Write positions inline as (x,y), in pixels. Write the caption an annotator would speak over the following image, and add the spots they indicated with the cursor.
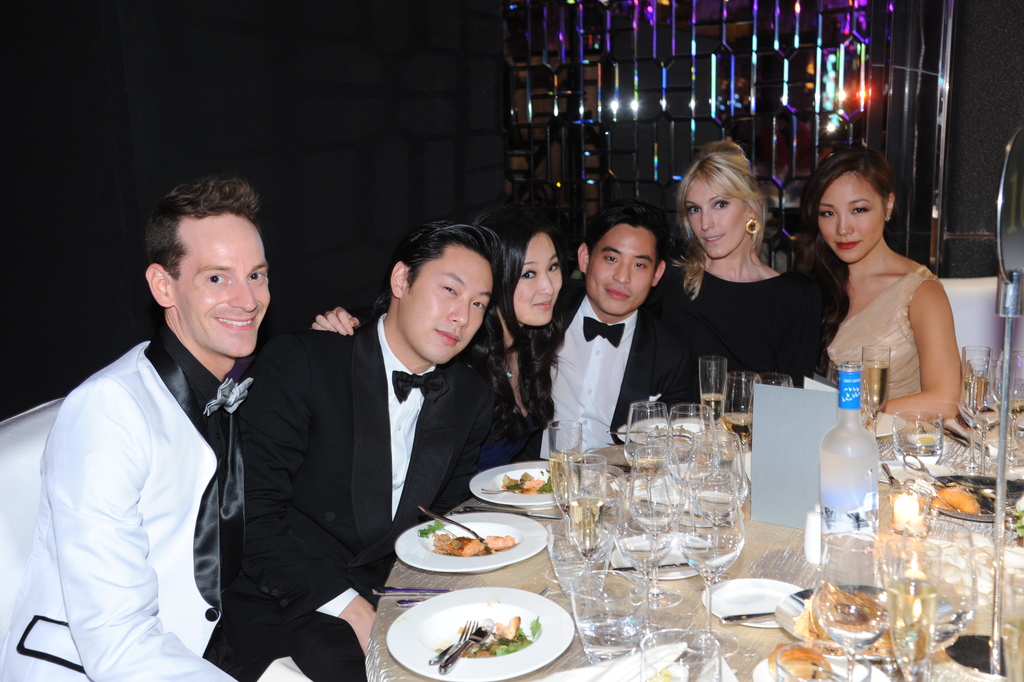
Here we can see three men (377,381) and three women (491,318) sitting at the table (461,583) and on the table (546,572) we can see food items (510,543) in plates (520,558), wine bottle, glasses (584,577), spoons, forks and some other items (761,479). In the background (428,118) there is a wall (184,117) and a metal item (613,94).
